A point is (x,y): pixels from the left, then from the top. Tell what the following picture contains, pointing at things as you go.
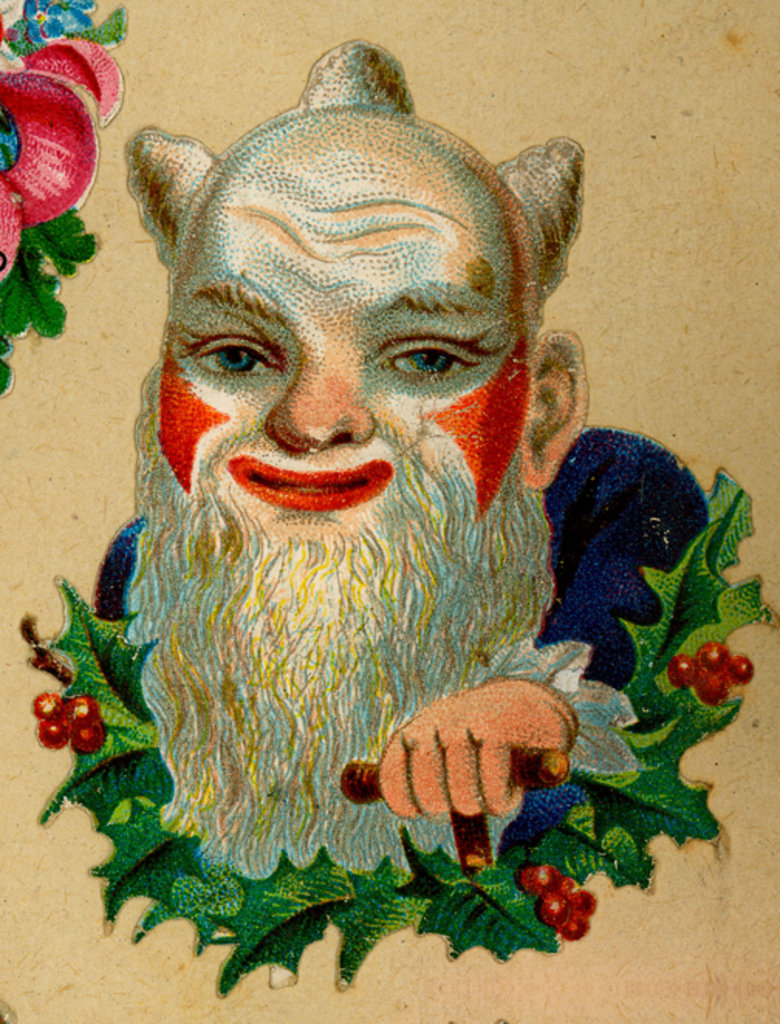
In this image I can see a painting (347,451) of a person's head (347,451), hand (481,719), leaves (668,695) and some fruits (72,741). The background (676,929) is in cream color. In the top left-hand corner (34,202) there are few leaves (62,252) and flowers (44,108).
